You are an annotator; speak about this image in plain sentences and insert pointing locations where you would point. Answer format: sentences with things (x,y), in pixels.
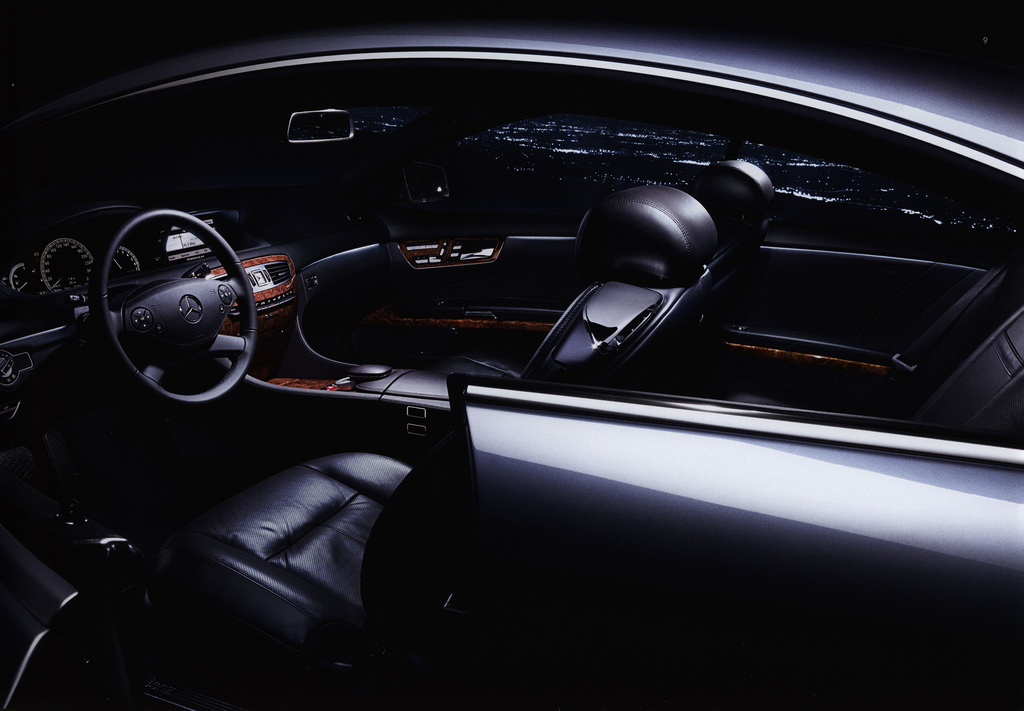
In this image we can see the inside view of a car (430,303), there are seats (581,276), there is a steering (201,299), there is a seat belt (915,356), there is a mirror (322,126), there are doors (605,538) towards the bottom of the image (831,497), there are lights (560,149), the background of the image (940,222) is dark.
